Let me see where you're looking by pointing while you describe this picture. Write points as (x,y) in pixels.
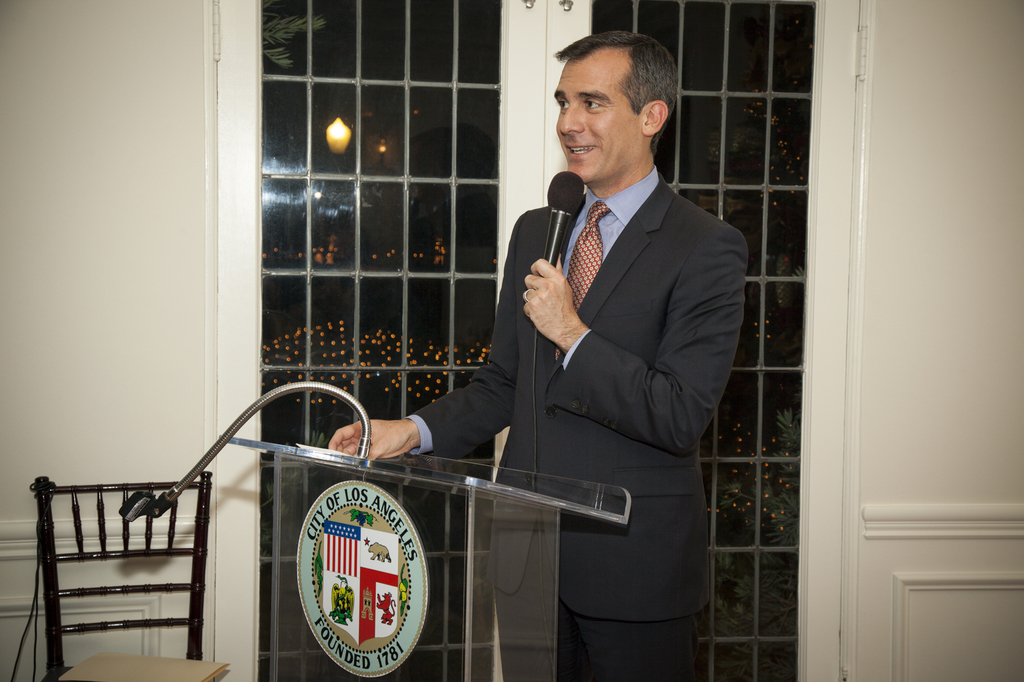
In this image I can see a person (682,346) wearing black colored blazer (662,357) is standing in front of the glass podium (490,533) and holding a microphone (562,194). I can see a chair (103,545), the wall (91,497) and a glass door (393,213) through which I can see few lights (339,141), few trees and the dark sky (479,49).
